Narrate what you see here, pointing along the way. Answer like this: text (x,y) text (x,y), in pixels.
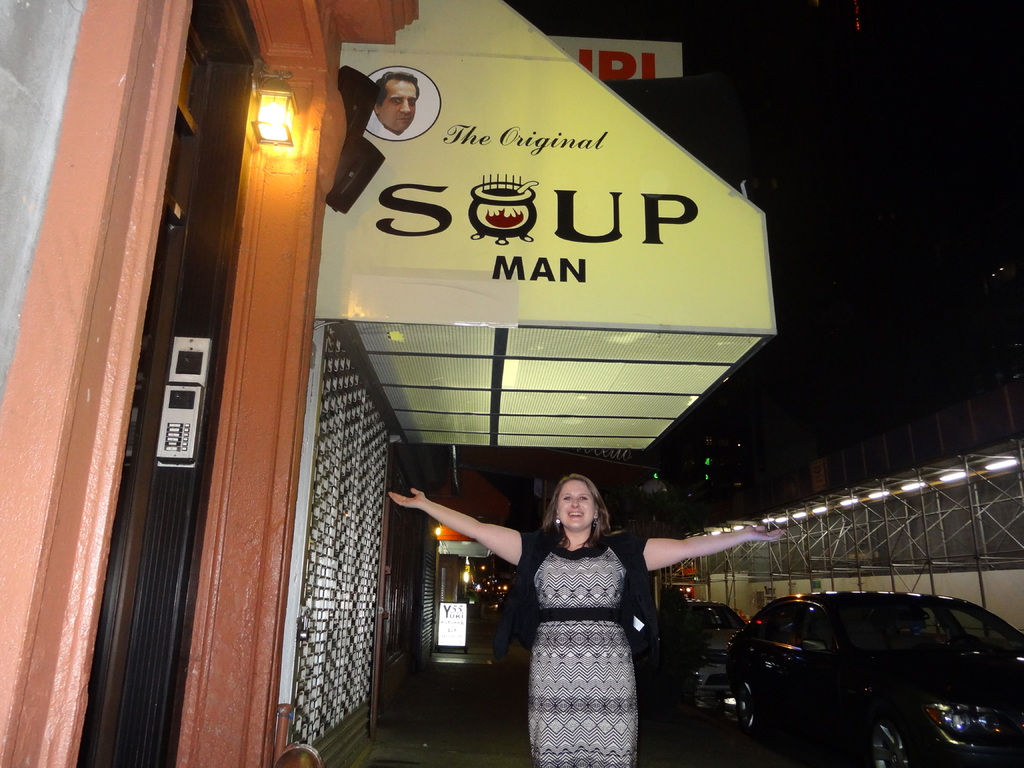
In this image there is a woman (562,660) standing on the walkway (480,690). She is spreading her hands (429,505) out and she is smiling. Beside her there is a road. There are cars (796,664) on the road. Behind the cars (804,659) there are sheds (849,507). To the left (272,599) there are walls (262,404) of the buildings (336,565). At the top (545,168) there are boards (600,171) with text (547,259). There is a wall lamp (264,110) near to the door (219,117). At the top (878,128) it is dark.
